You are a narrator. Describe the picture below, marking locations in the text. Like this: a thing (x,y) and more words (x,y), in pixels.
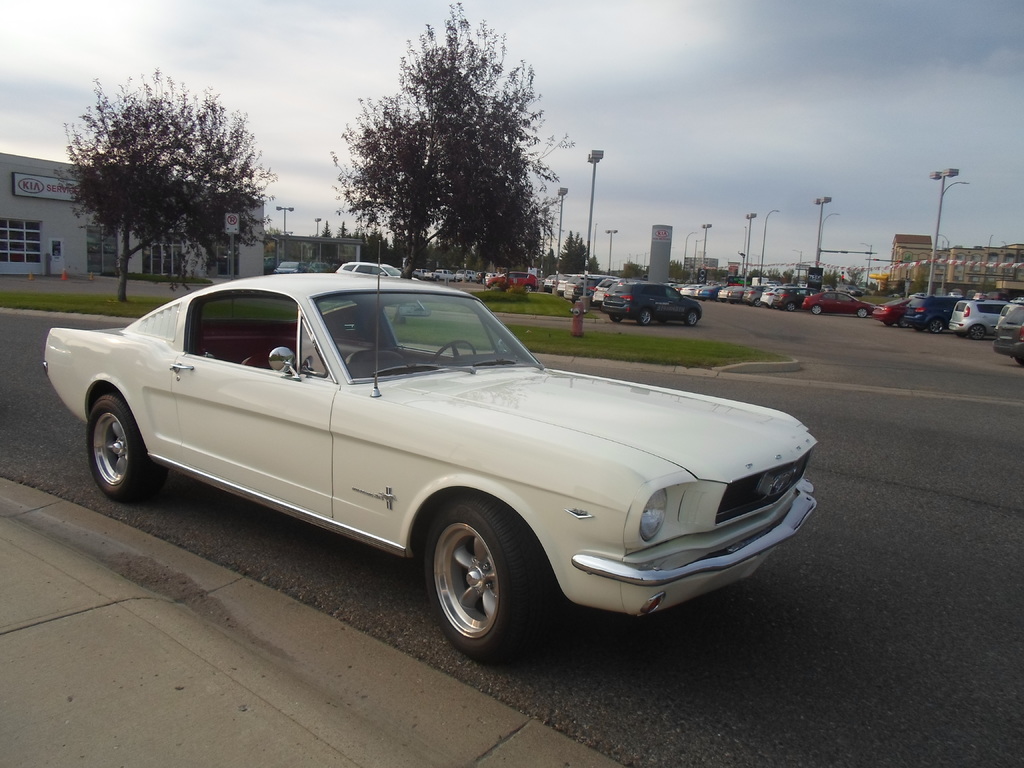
In this image, we can see a white car (489,521) parked on the road (745,626). At the bottom of the image (335,701), there is a walkway (282,714). In the background (185,275), there are vehicles (630,312), trees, light poles (611,274), grass (508,296), store (61,256), buildings (61,256), boards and the sky (267,79).
